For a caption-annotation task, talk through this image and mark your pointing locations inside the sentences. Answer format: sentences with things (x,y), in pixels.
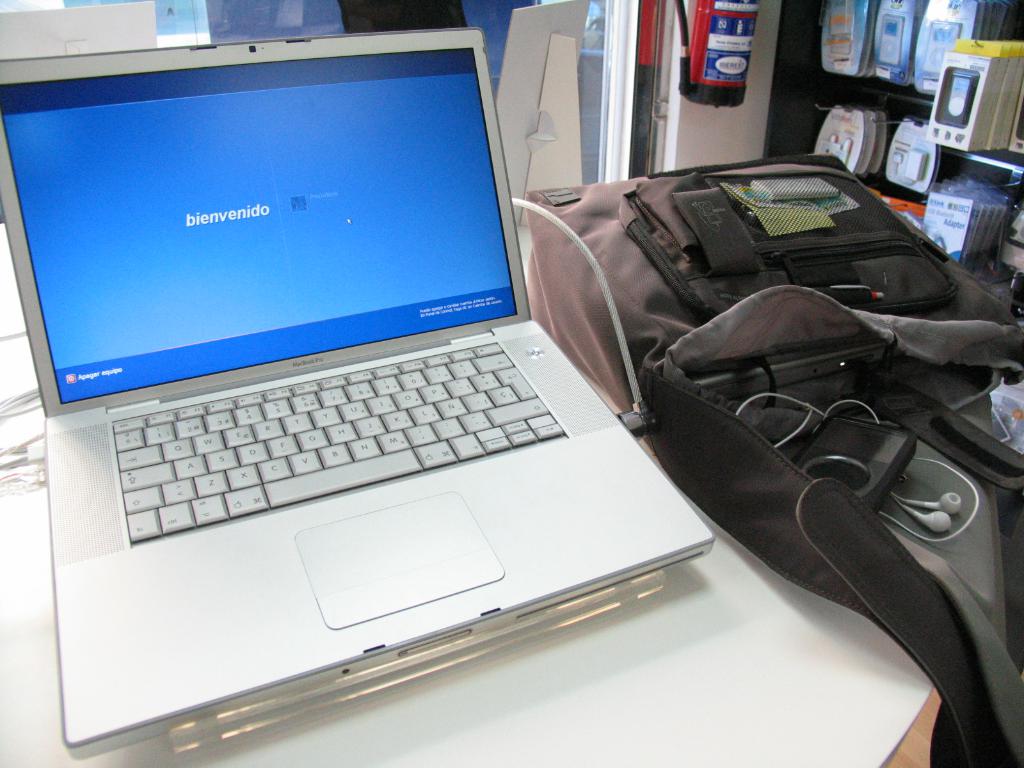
In this image we can see laptop (504,316), bag (921,638), earphones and some other objects (849,136).
